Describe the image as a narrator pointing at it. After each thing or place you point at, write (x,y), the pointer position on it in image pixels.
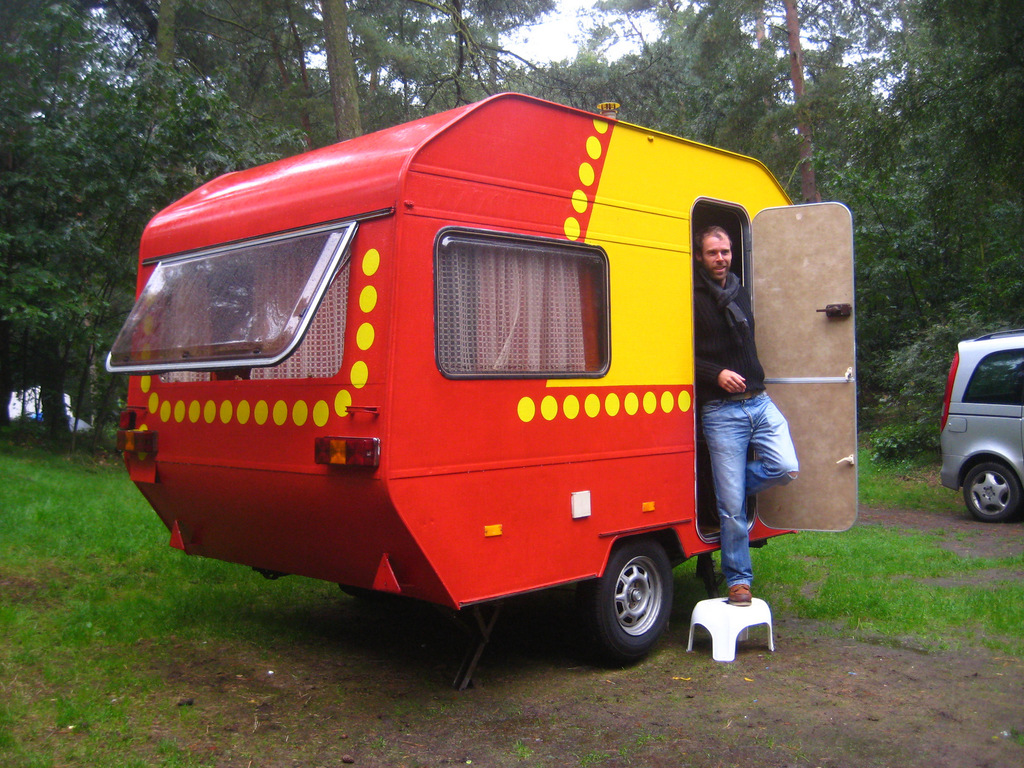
In the image we can see some vehicles (655,298) and there is a man (725,574). Behind them there is grass (31,551) and trees (52,77).
